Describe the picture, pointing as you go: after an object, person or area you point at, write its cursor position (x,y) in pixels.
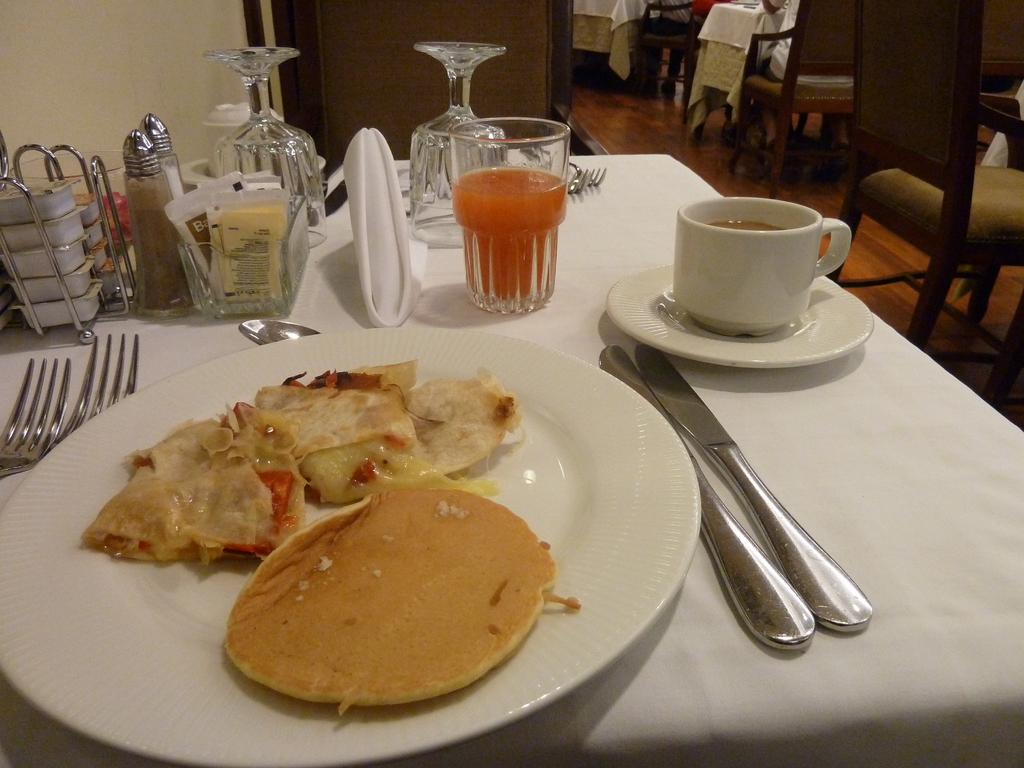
In this picture we can see table (575,199) and on table (748,422) we have plate (167,411) with some food (455,511) in it, knife (673,391), forks (55,376), spoon (305,327), cup (763,213), saucer (653,271), glass (460,202), tissue paper (378,168), stand (93,177), bottles (170,264), sachets (177,223) and in background (451,34) we can see chairs (785,98), table (622,59).
